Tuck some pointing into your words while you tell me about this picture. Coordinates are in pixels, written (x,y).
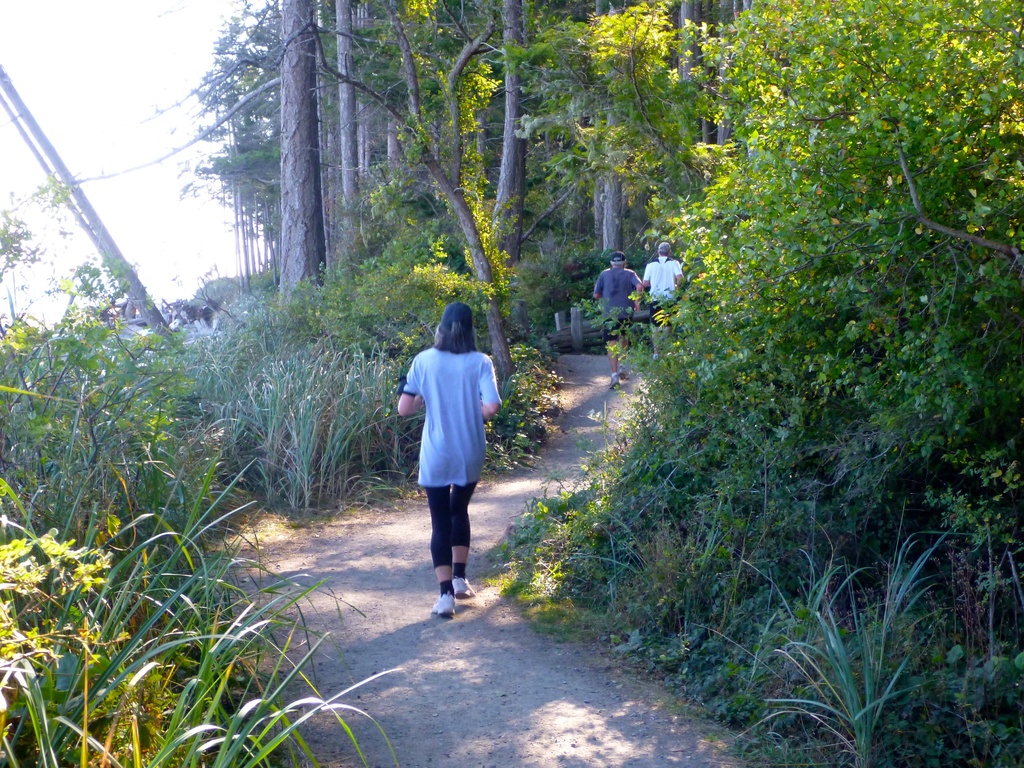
In this image I can see a road (530,646), on the road (366,514) there are three persons (427,440) walking, beside the road (346,542) there are grass (228,541), plants (99,378) and trees (634,28), in the top left (26,27) there is the sky (69,241) visible.
